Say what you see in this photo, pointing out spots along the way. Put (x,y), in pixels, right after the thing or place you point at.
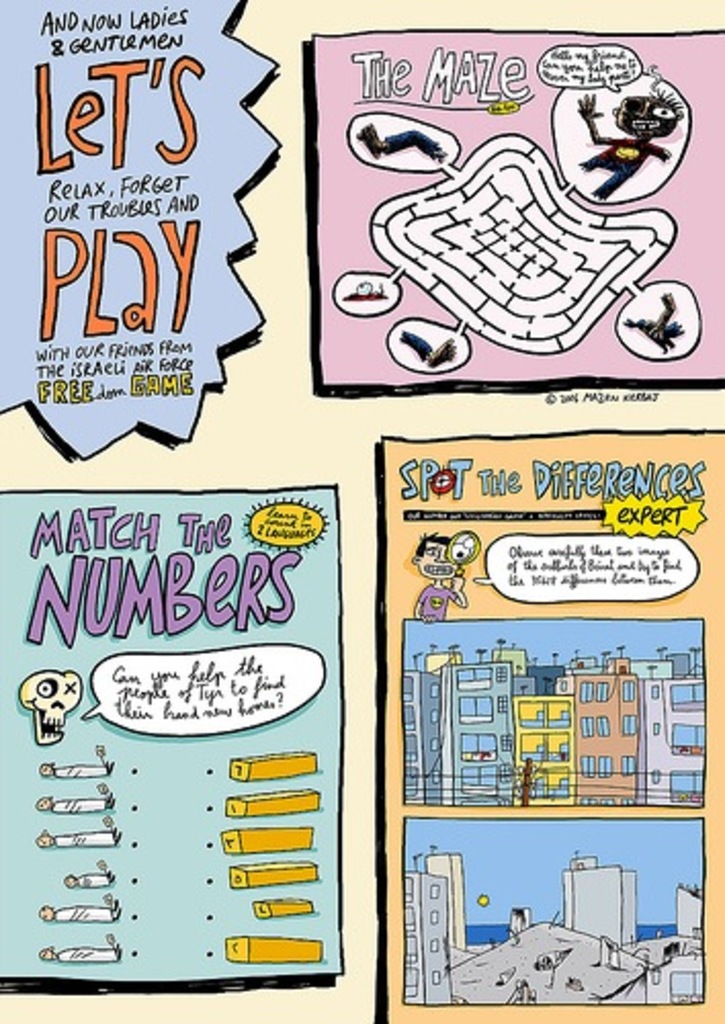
This image looks like posters (8,57) with some text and images (682,771) on it.
